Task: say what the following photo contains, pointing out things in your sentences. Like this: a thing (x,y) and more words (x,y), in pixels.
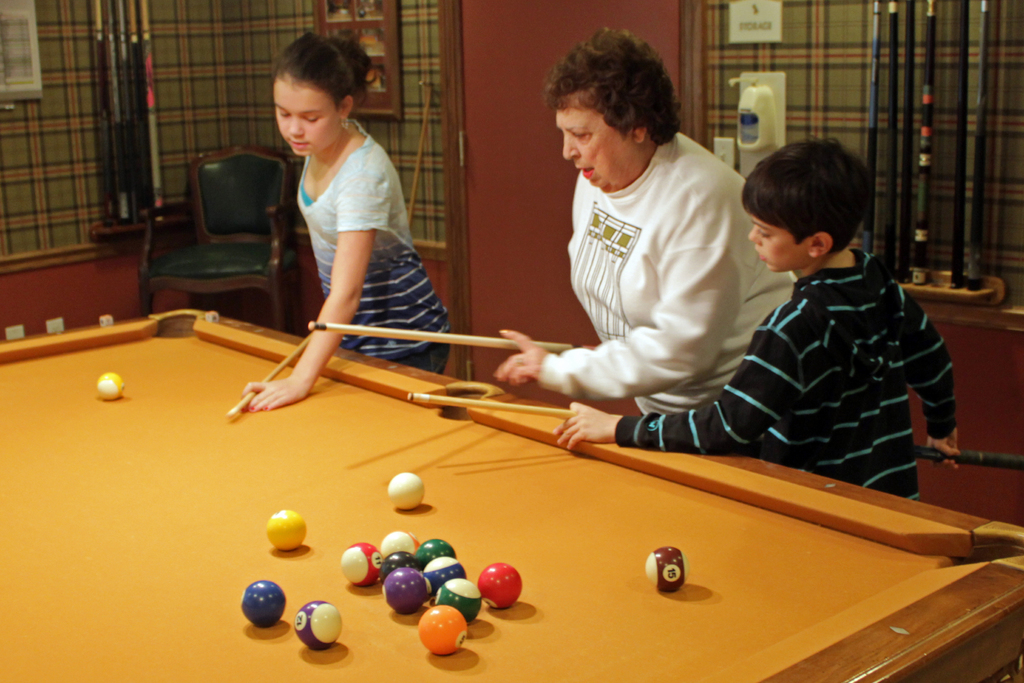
In the foreground of the picture (537,438) there is a pool table (320,455). In the middle of the picture (382,298) we can see three people (665,259) playing holding cues (362,328). In the background (440,42) there are cues (928,76), wall (937,66), frame (394,69), chair (208,191) and various object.
